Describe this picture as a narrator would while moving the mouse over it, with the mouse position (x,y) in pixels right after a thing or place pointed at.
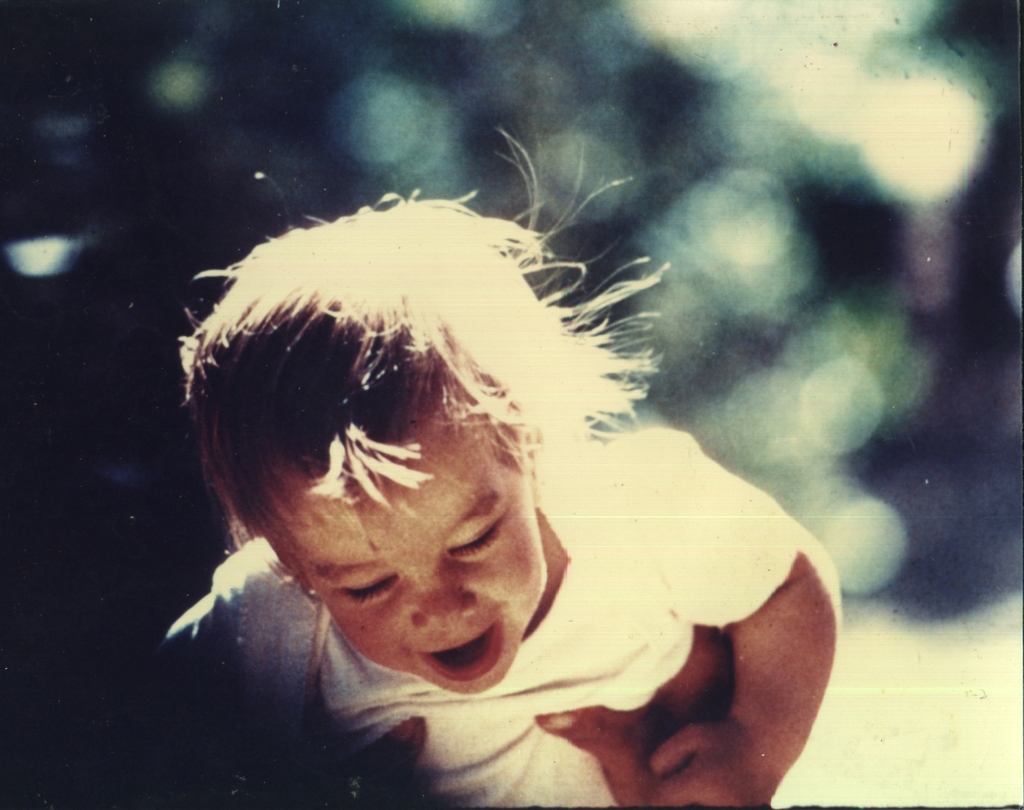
In this picture we can see a person hands (687,683) holding a child (226,604) and in the background (580,215) it is blurry.
